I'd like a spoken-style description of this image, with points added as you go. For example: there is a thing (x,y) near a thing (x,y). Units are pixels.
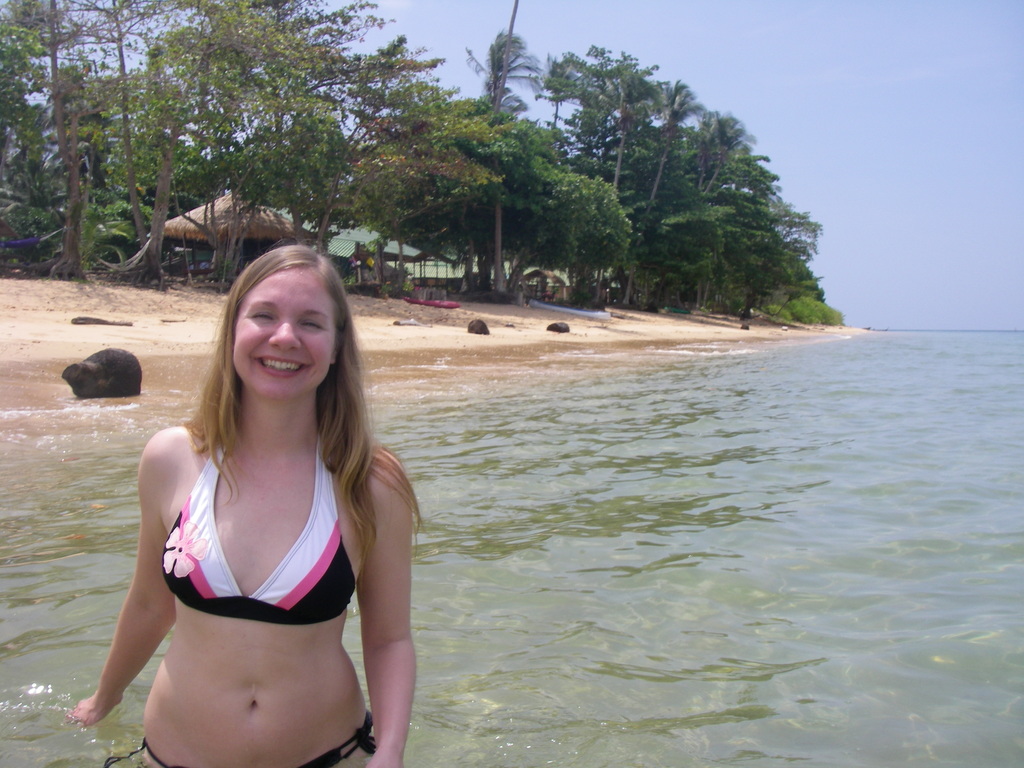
In the picture I can see woman (280,578) standing in the water (421,465), behind there are some palms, trees (386,203), something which is black in color.
